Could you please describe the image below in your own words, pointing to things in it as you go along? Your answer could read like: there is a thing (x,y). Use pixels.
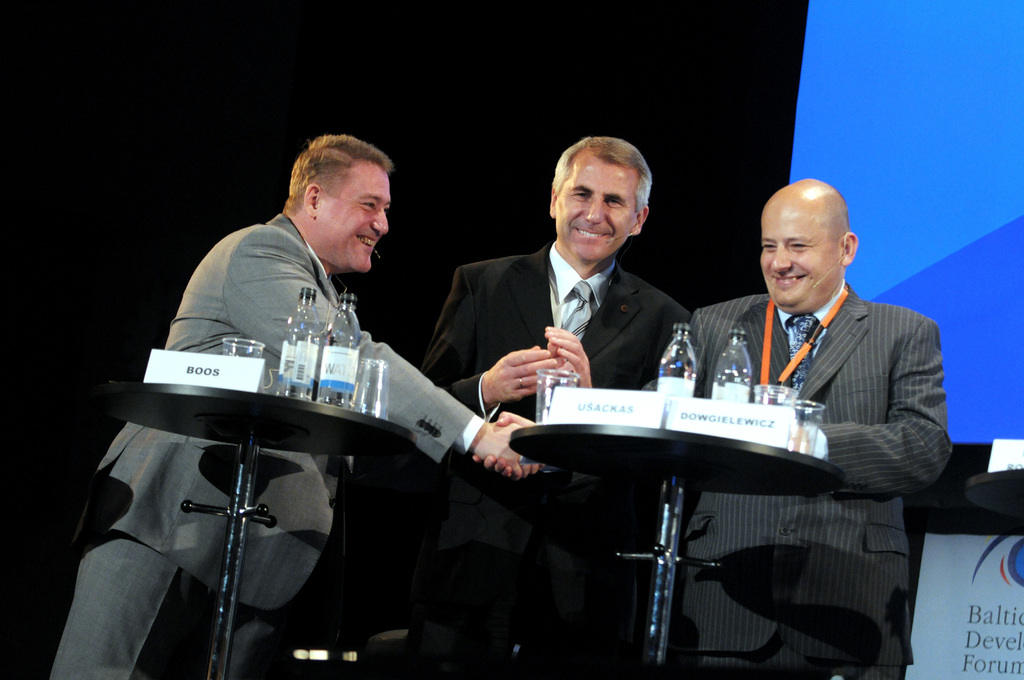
In the picture we can see three men (460,476) are standing and they are in blazers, ties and shirts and one man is shaking hands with another man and near them, we can see two round tables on it, we can see some bottles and glasses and in the background (977,141) we can see a black color surface (1009,524) with a part of the screen (858,6) which is blue in color.
